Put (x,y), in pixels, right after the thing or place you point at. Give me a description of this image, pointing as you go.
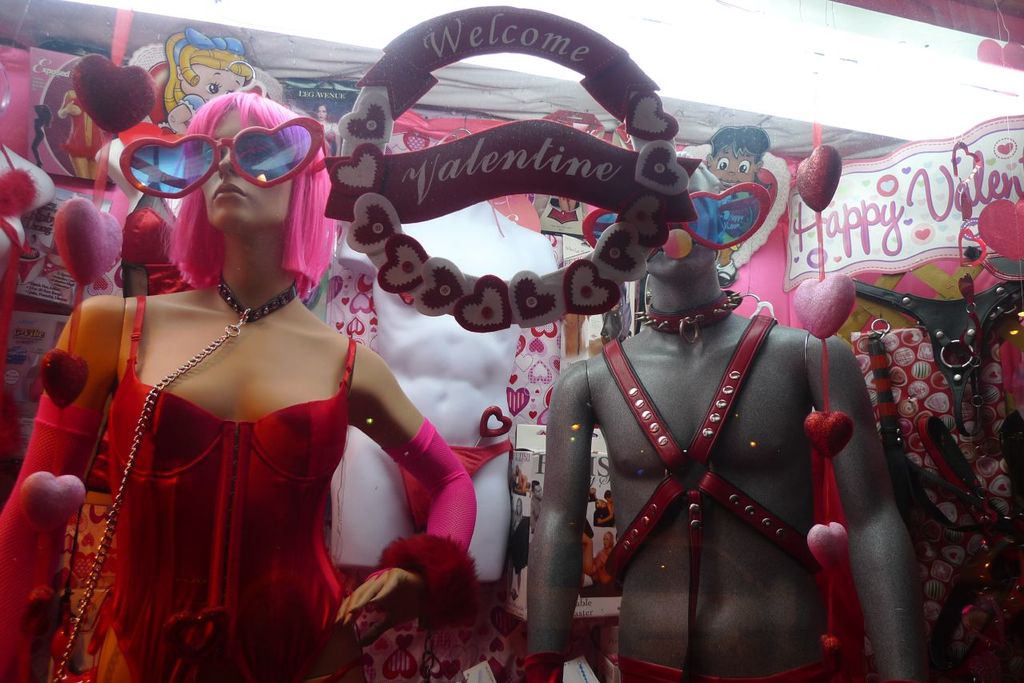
In this image I can see two mannequins (213,485) wearing the costumes (335,407). In-front of these mannequins (297,374) I can see the board (435,267). In the background (39,74) I can see many decorative objects (811,309) and the boards (797,268) can be seen.
